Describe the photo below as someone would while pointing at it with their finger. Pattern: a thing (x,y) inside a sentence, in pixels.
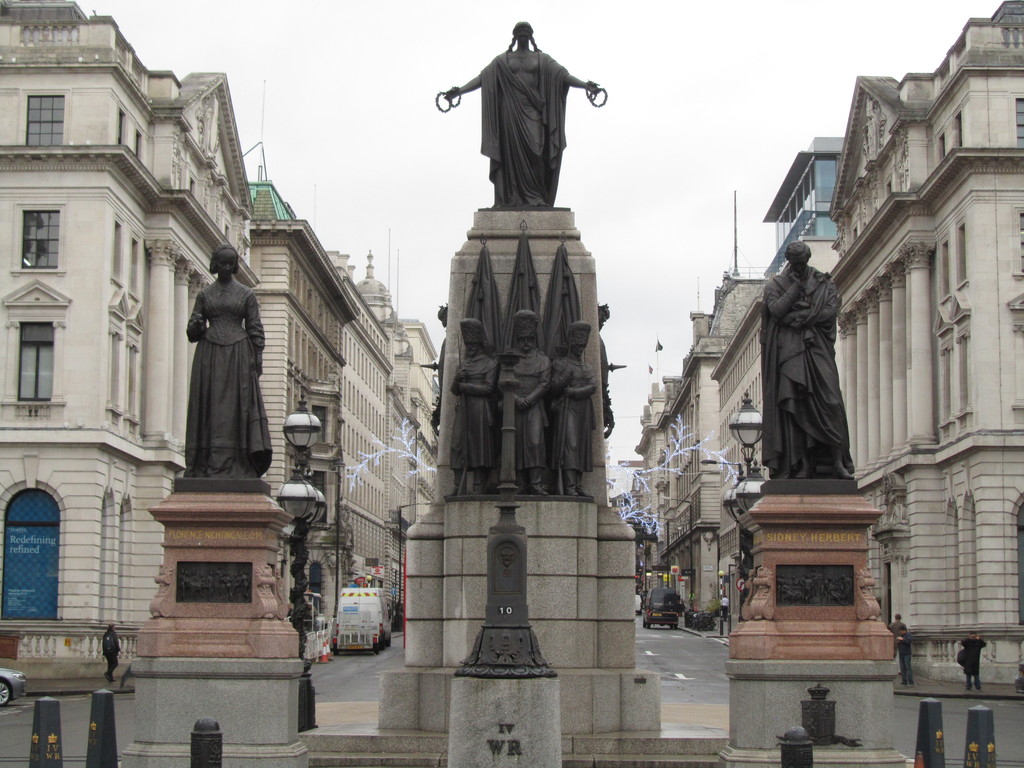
In this image I can see the statues (438,399). I can see some vehicles (668,601) on the road (356,657). On the left (203,235) and right side (732,316), I can see the buildings (893,275).
